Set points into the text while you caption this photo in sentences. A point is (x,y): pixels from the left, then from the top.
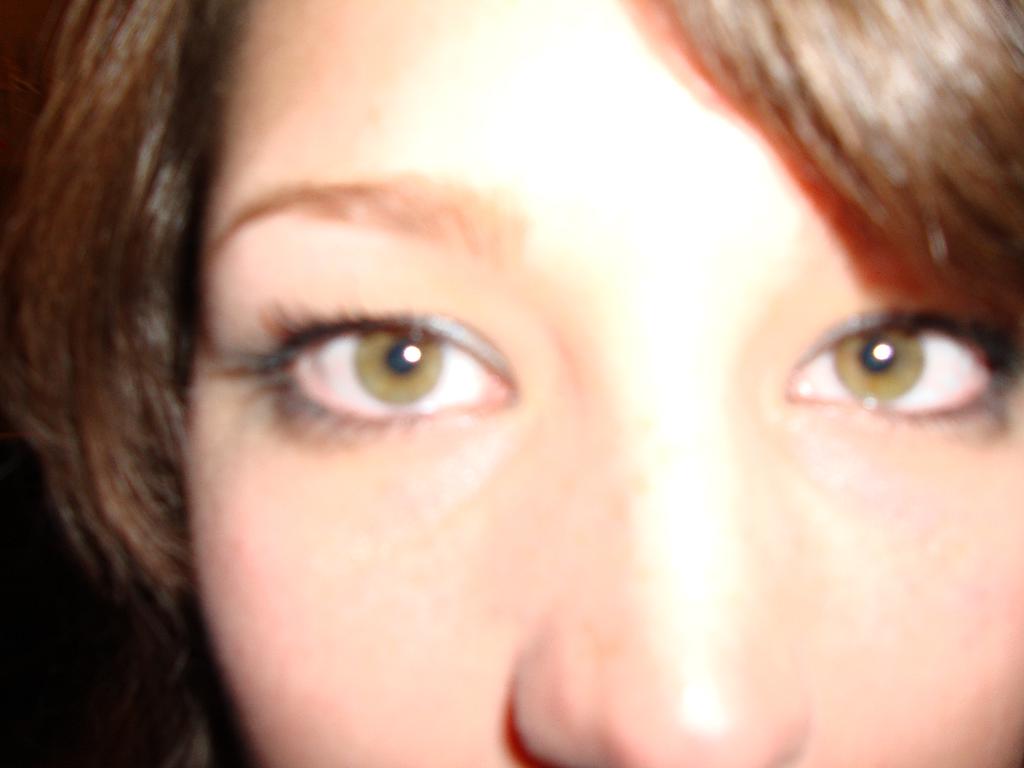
In this image, we can see the face (1007,372) of a person (147,322).
